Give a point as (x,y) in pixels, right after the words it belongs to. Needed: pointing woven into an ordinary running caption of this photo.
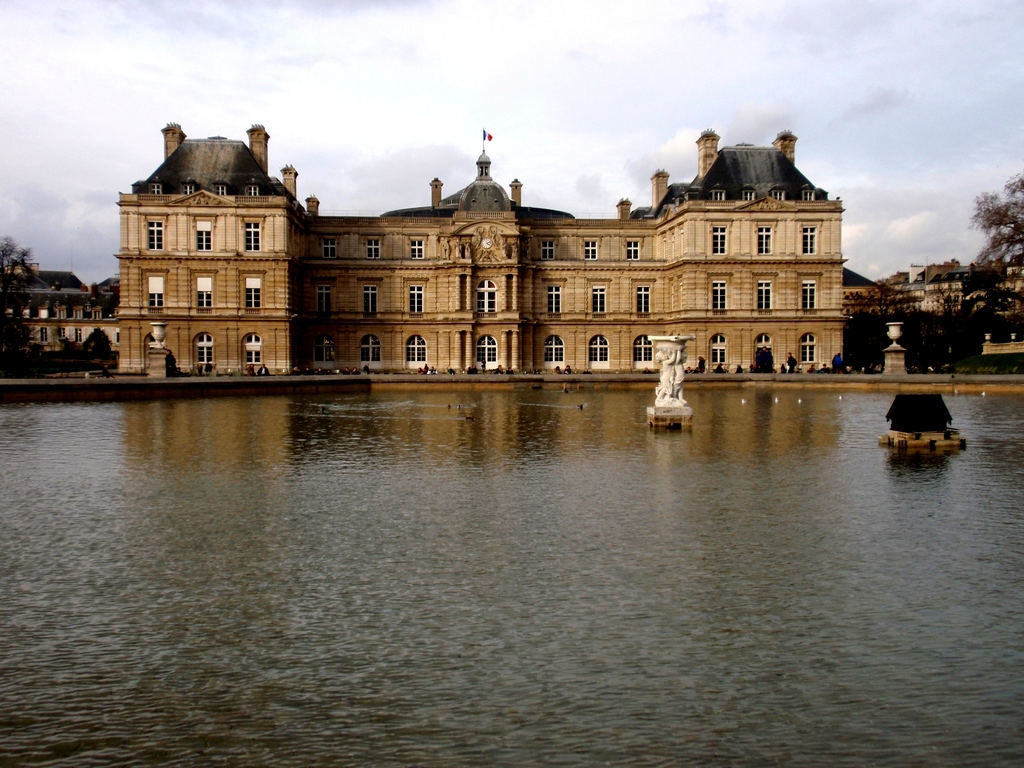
In the center of the image (494,270) there is a palace (143,370). At the bottom of the image (90,593) there is water (233,558). At the top of the image (839,54) there are clouds (633,95). At the background of the image (984,204) there are trees (956,312).
